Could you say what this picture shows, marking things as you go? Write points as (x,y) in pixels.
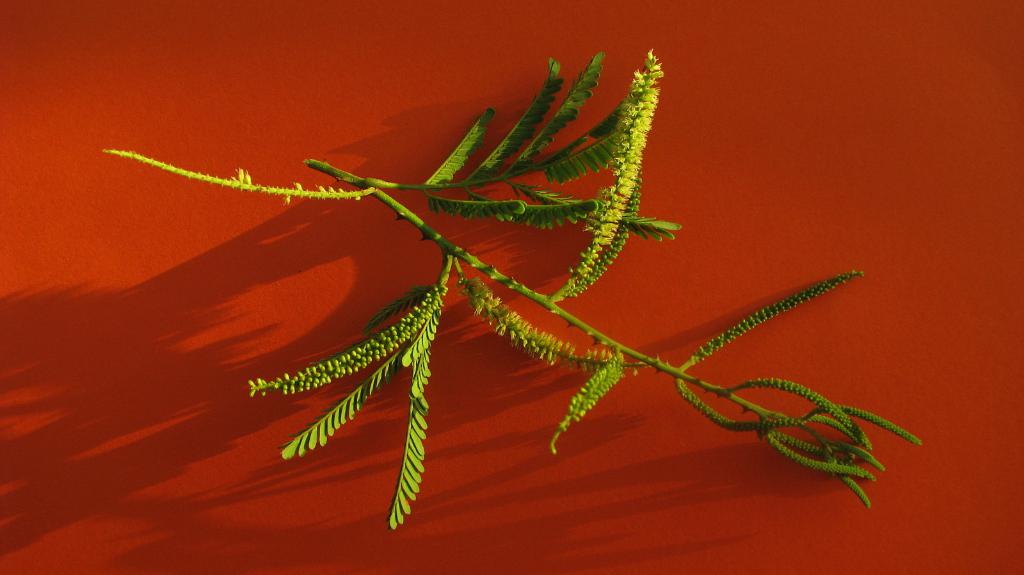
In this image I can see a branch (424,223) with leaves (411,465) on a red surface (386,288). Even the shadow (453,323) of the branch (401,334) is falling on the red surface (163,418).
